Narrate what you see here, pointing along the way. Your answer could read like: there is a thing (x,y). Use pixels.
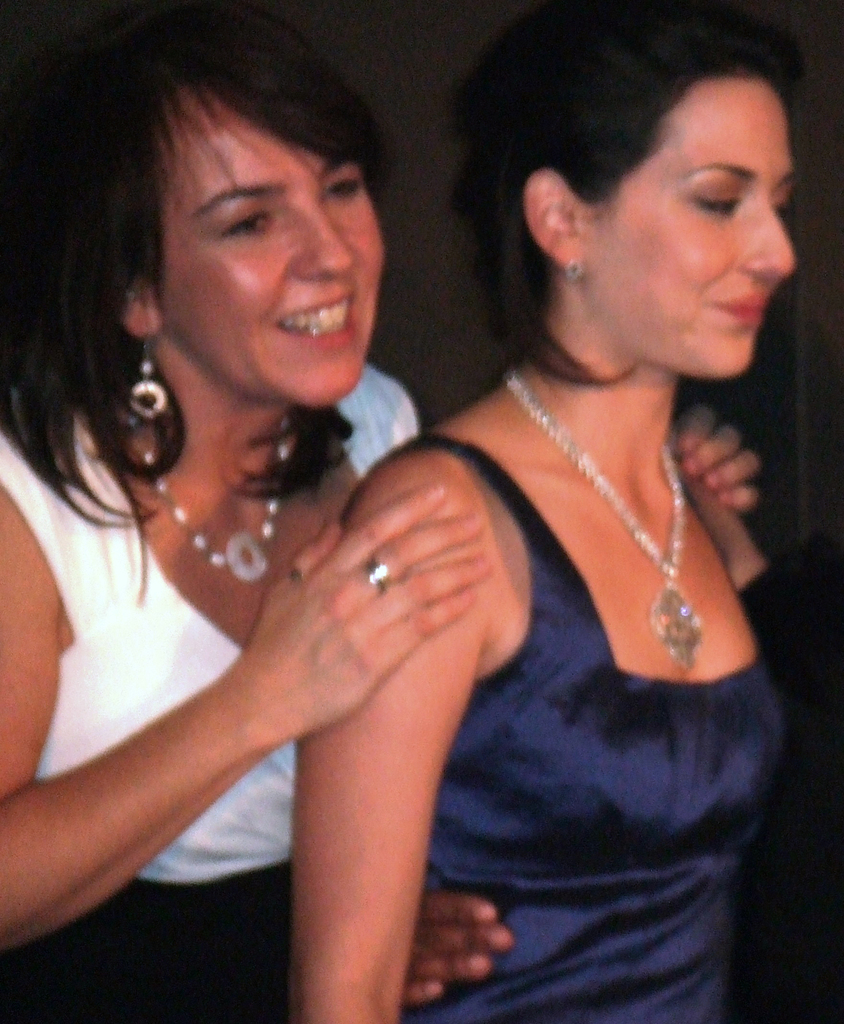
In this image there are two ladies (396,701) standing, in the background (421,166) it is dark.
